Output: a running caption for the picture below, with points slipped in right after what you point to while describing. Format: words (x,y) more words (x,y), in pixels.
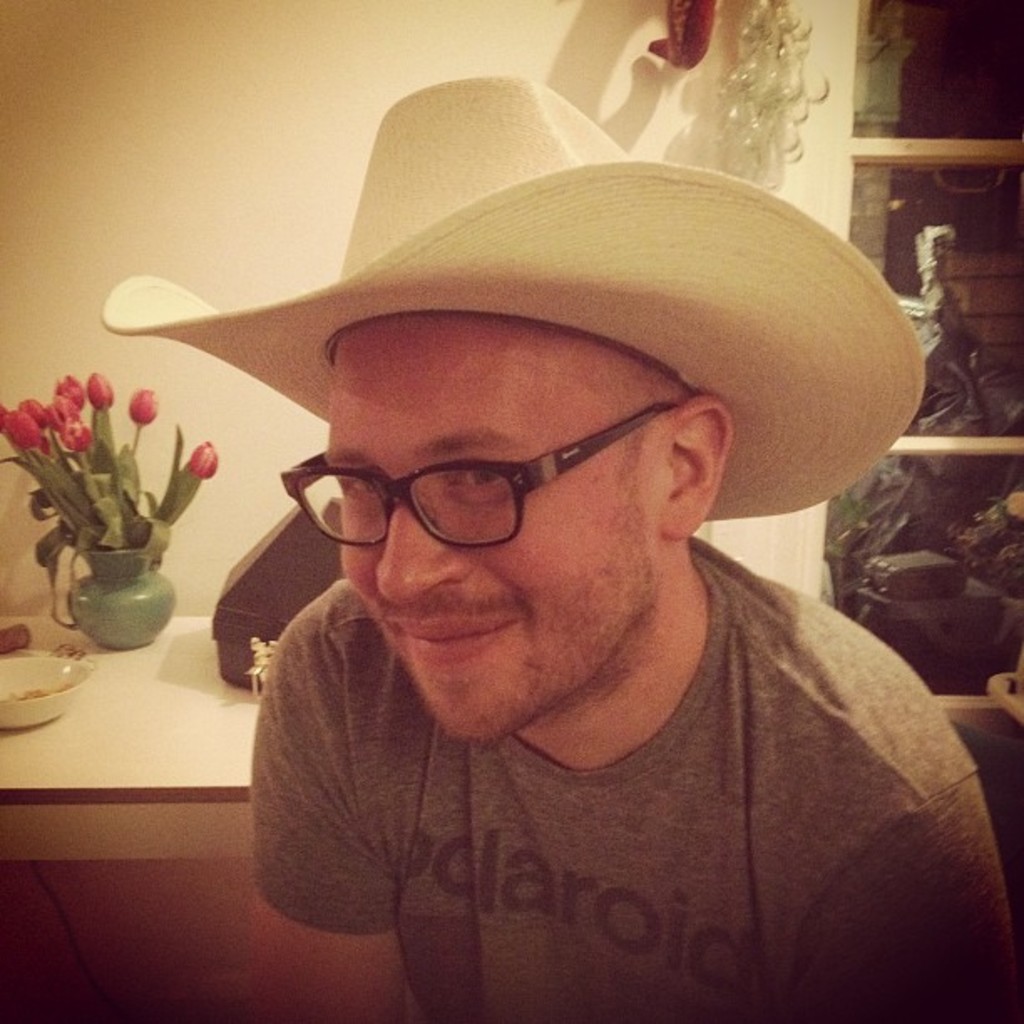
In this image, we can see a person (597,727) is smiling and wearing a hat (599,248) and glasses (445,501). Background (157,765) we can see a table (62,842), wall (233,166) and few objects (241,677). On top of the table (173,796), we can see a flower vase (134,630), bowl (50,713) and few things (318,568).
